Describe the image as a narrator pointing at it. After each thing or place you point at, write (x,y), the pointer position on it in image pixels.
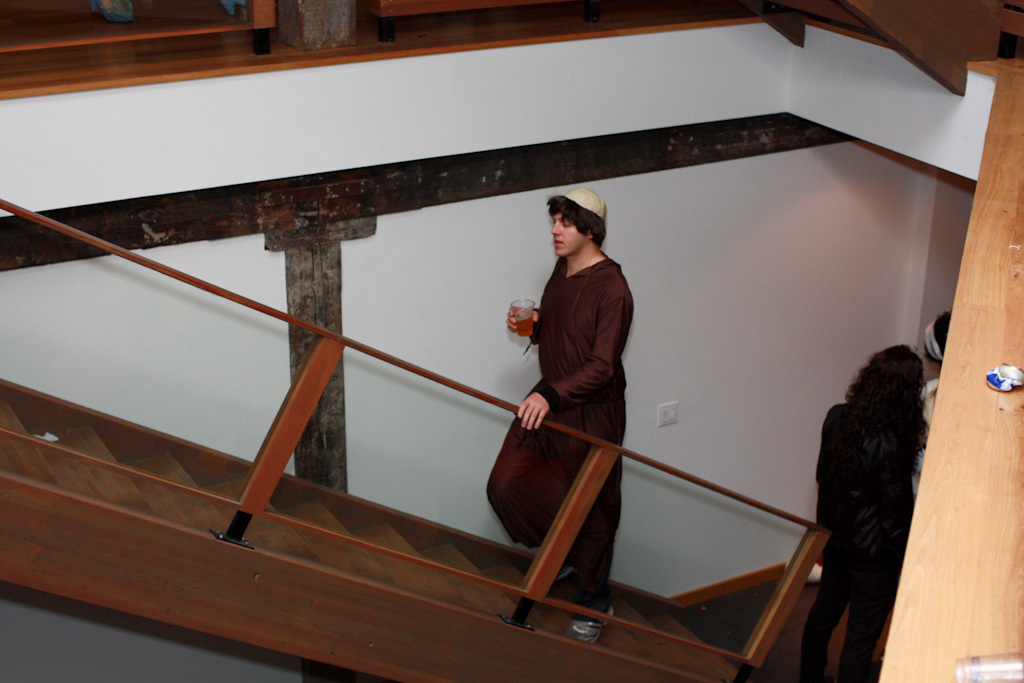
In this image we can see people (577,400), steps (136,480), wall (708,490) and rods (729,490). One person (567,364) is holding a glass (532,312) and climbing the steps (181,471).
